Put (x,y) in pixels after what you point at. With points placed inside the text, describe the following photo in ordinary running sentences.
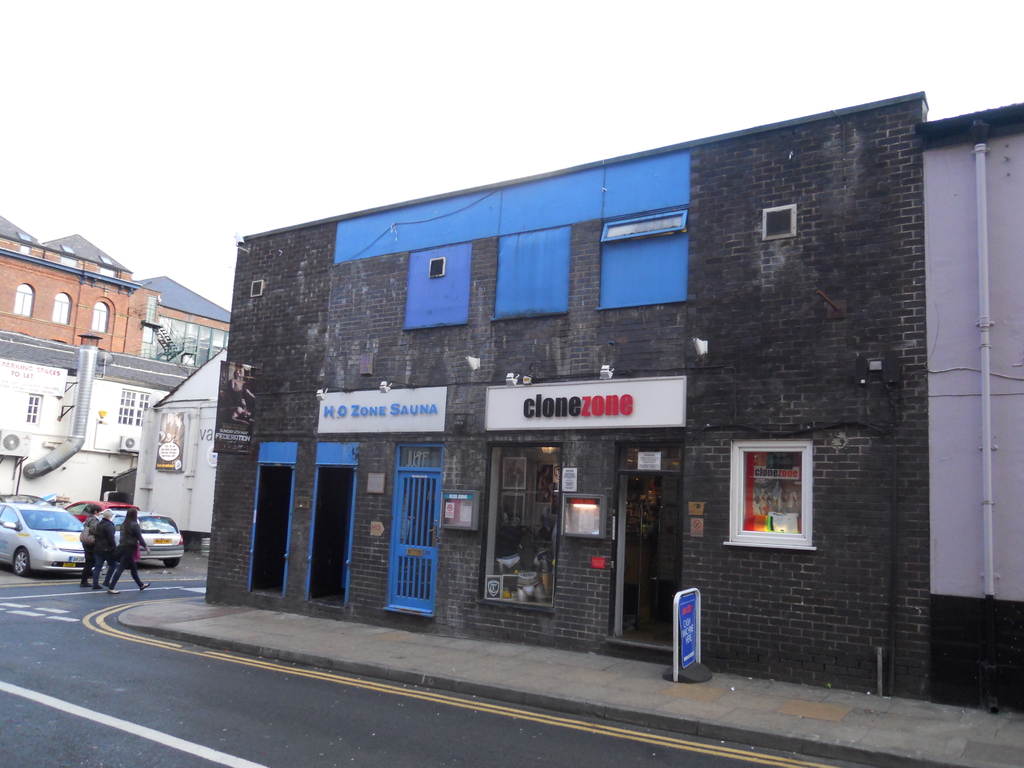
The picture is taken outside a city. In the foreground of the picture (256,667) there is road (296,676) and pavement (383,664). In the center of the picture (422,384) there are buildings (193,406), cars (148,532), people (87,547) and boards (530,422). Sky (230,11) is cloudy.
